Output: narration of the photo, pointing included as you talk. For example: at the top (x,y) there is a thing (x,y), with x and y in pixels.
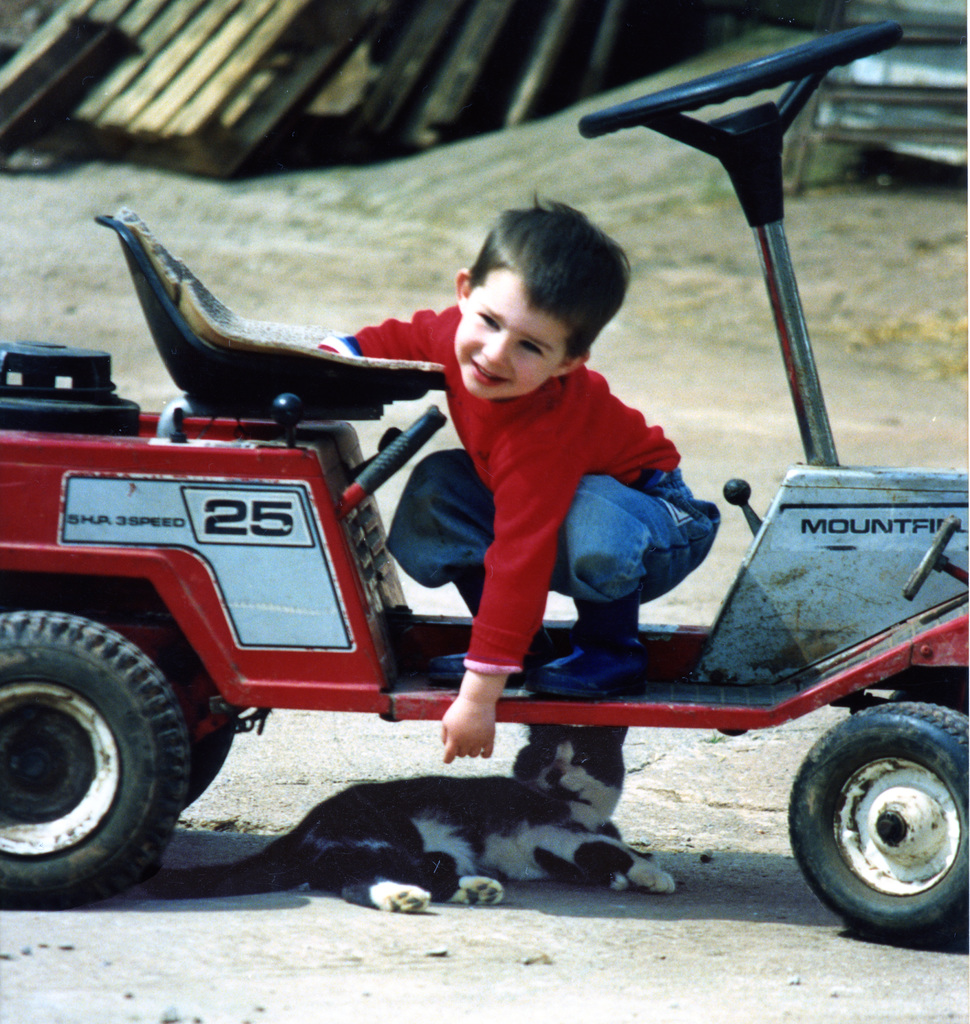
In this picture there is a small boy (523,427) in the center of the image (375,641) on a vehicle (36,600) and there is a cat (489,791) under the vehicle (825,815) and there are wooden boards (481,66) at the top side of the image (425,29).
